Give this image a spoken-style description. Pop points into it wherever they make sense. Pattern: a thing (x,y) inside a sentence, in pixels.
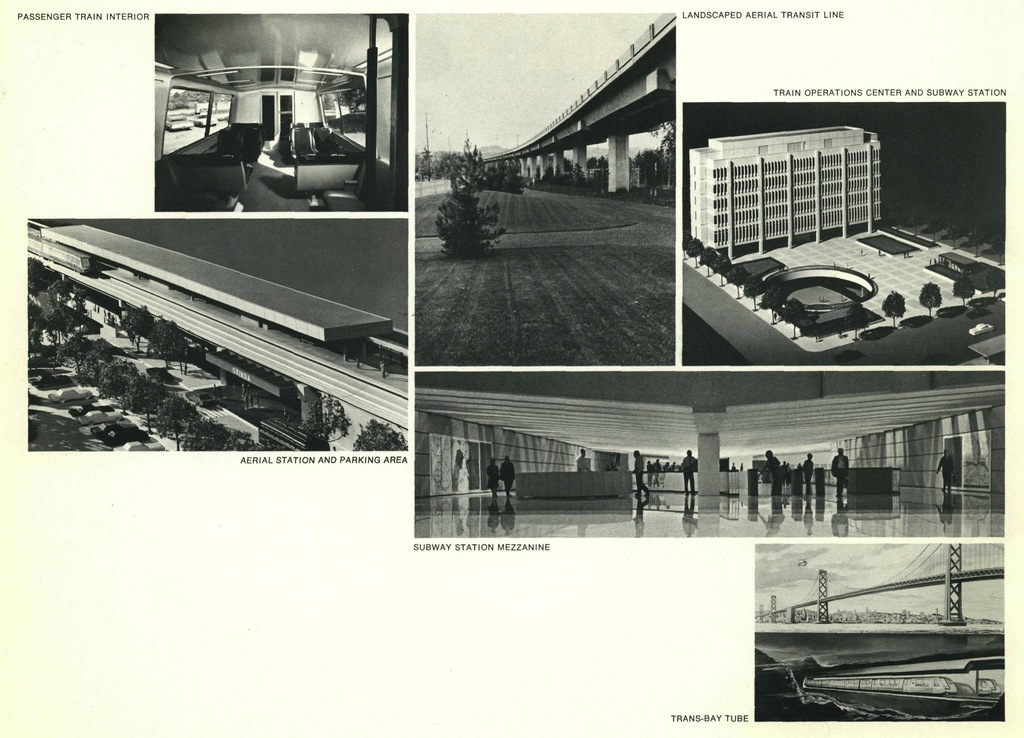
In this image I can see a collage photo. This image consists of a bridge (573,139), trees (518,162), vehicles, train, the sky (884,599) and a group of people (839,467).
